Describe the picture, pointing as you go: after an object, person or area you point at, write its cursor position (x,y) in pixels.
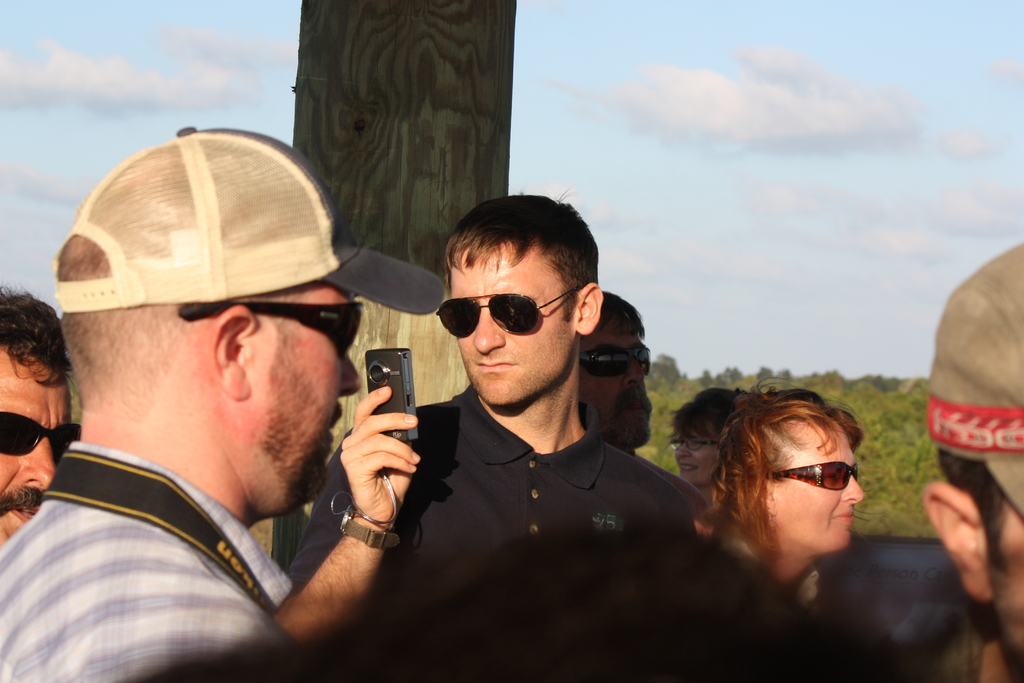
In this image we can see many people (725,511). Some are wearing specs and caps (263,290). One person (477,401) is wearing a camera (408,381). In the back (426,382) there is a wooden trunk (414,159). In the background (810,363) there are trees (711,382) and sky (723,51) with clouds (182,49).
